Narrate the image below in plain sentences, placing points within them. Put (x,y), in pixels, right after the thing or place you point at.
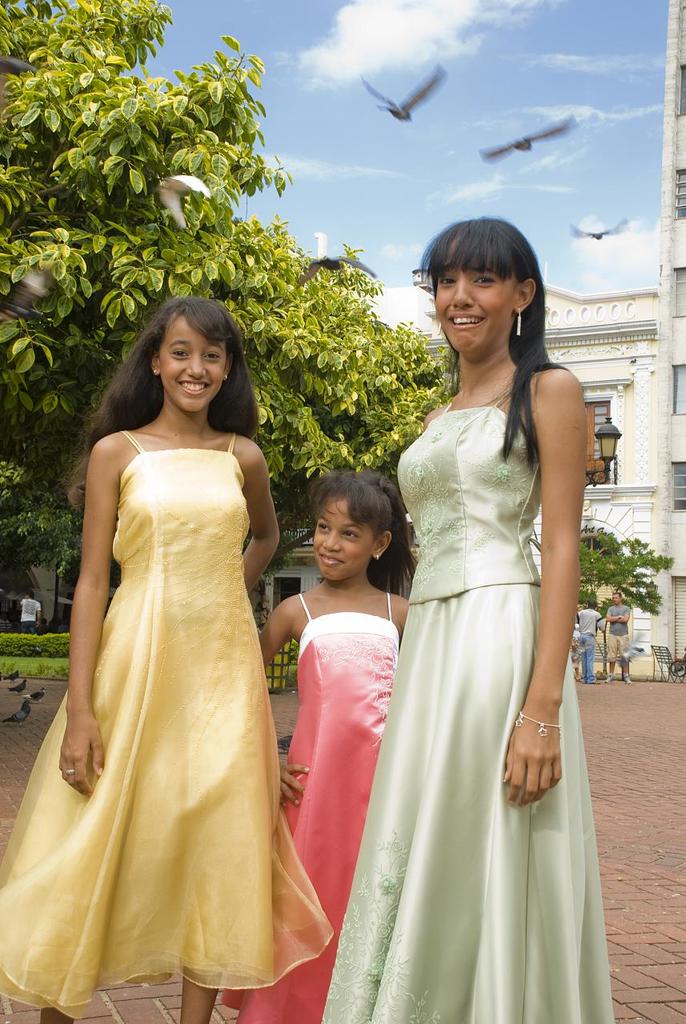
In the image in the center (418,663) we can see three persons (291,605) were standing and they were smiling. In the background (264,322) we can see the sky (371,152), clouds (592,225), trees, plants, buildings (663,427), few birds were flying, grass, few people (580,628) were standing and few birds (14,677).
